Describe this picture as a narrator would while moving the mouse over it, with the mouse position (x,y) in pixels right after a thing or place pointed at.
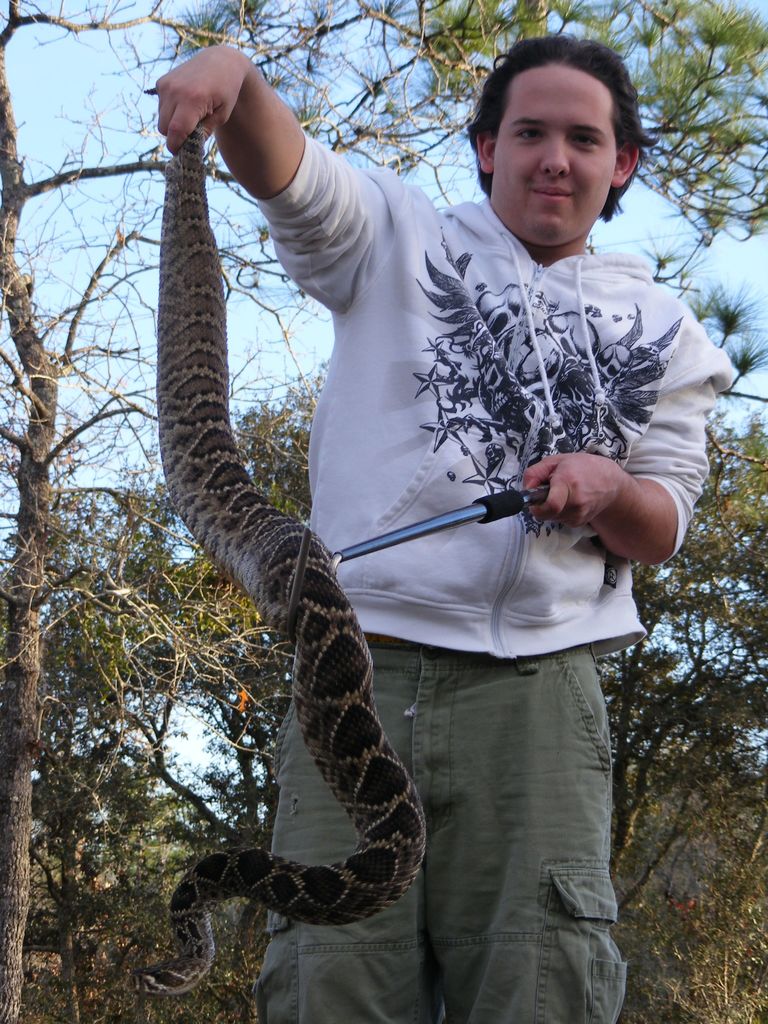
In this picture there is a boy (422,1023) who is standing on the right side of the image (522,527), by holding a snake (185,462) in his hands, there are trees (69,721) in the background area of the image (97,662).
